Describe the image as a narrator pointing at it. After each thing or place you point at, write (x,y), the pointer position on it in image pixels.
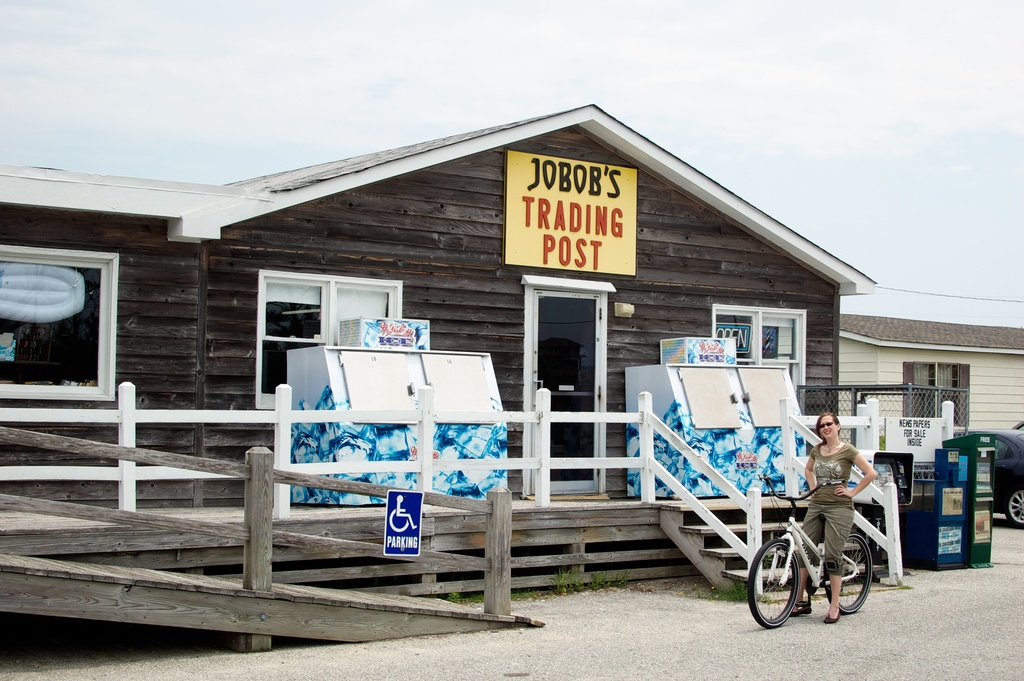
In this picture there is a wooden house (175,193) at the left side of the image (134,283) on which it is written as trading post, there is a lady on a cycle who is standing at the right side of the image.
